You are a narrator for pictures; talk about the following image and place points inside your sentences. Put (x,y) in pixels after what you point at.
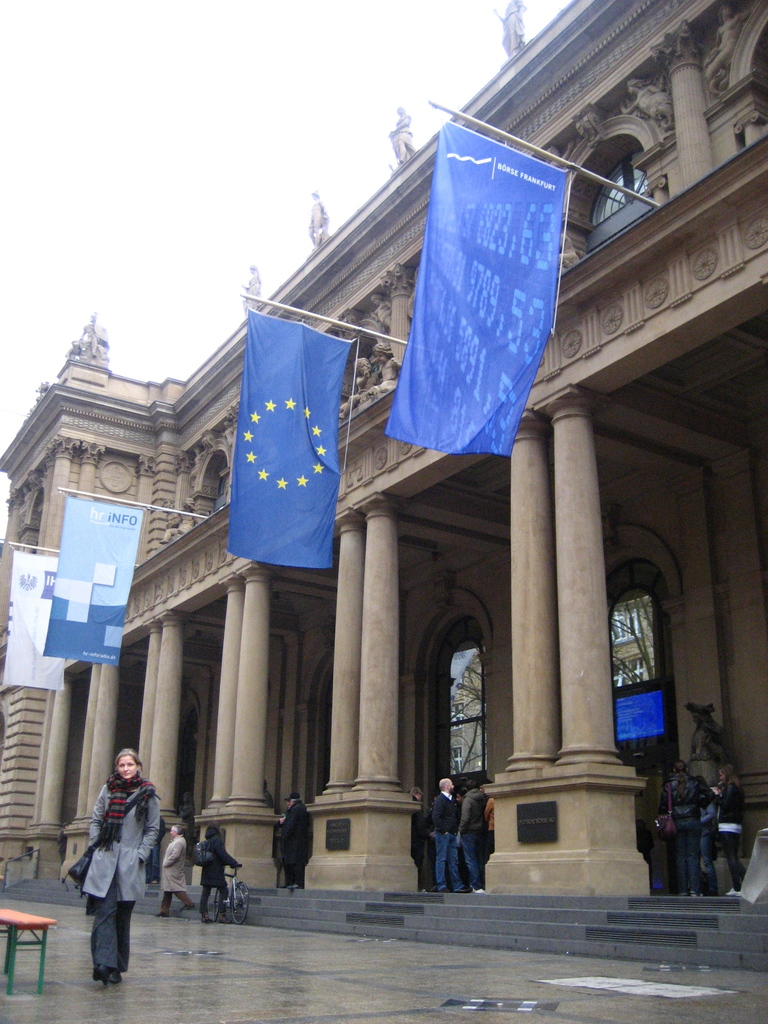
There is a building (187,469) with pillars (376,660), windows (480,669) and steps (435,900). And there are flags (276,434) on the building (392,251). Also some sculptures (652,118) are on the building (407,320). And some people (114,802) are standing there. On the left side (17,928) there is a bench (44,944). In the background (141,171) there is sky (193,178).
